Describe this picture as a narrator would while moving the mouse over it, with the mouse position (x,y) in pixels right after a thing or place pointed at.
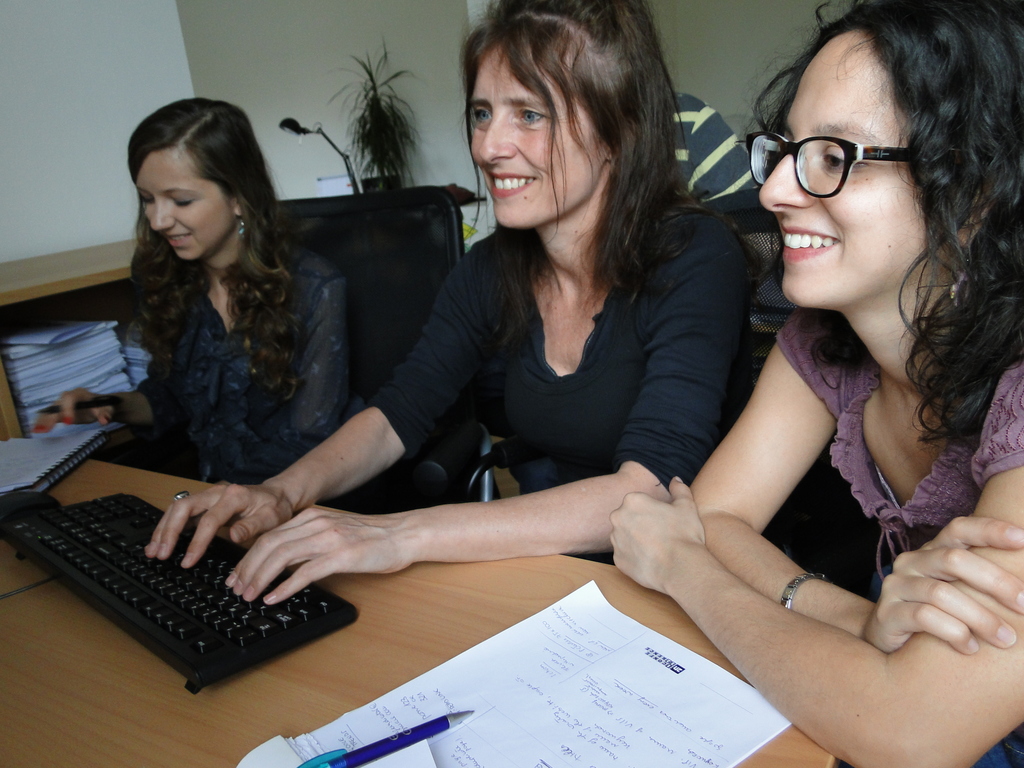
In this image I can see three women (525,481) are sitting and I can see smile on their faces (883,213). I can also see one of them is wearing specs (803,188). On this table (771,748) I can see a white colour paper (583,738), a blue colour pen (416,732), a black colour keyboard (234,622) and a book (76,441). I can also see white colour things (89,364) in background (106,349). Over there I can see a plant (365,150) and a lamp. Here on this paper (600,725) I can see something is written.
